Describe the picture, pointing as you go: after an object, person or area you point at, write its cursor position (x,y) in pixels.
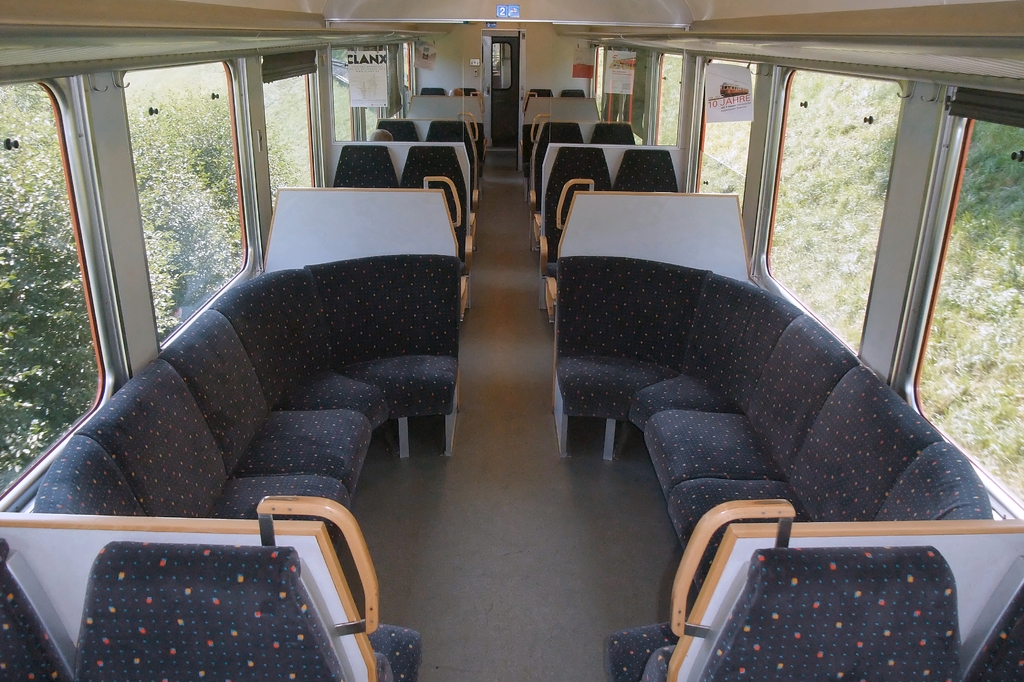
In this image we can see the inside view of the vehicle (461,393), and in the background (2,126) we can see the trees (35,104).
